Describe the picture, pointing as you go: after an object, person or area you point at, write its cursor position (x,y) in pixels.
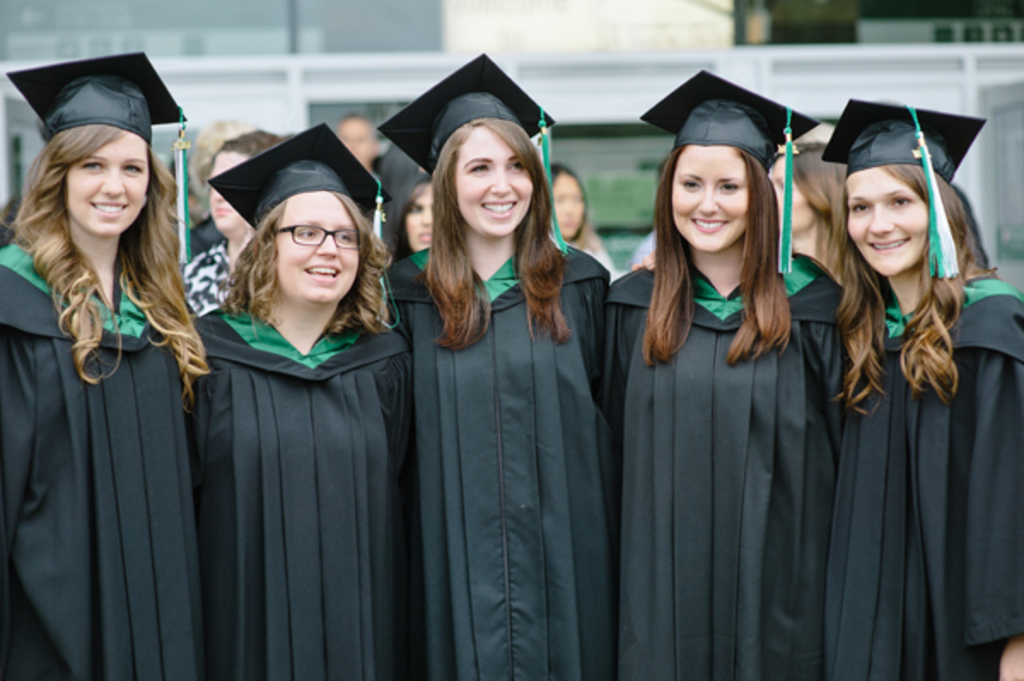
In this picture there are five women (573,480) who are wearing the same dress (990,443) and they are smiling. In the back (589,228) i can see some people (819,259) were standing. In the background (990,100) i can see the building (579,115) and plants (595,184).
